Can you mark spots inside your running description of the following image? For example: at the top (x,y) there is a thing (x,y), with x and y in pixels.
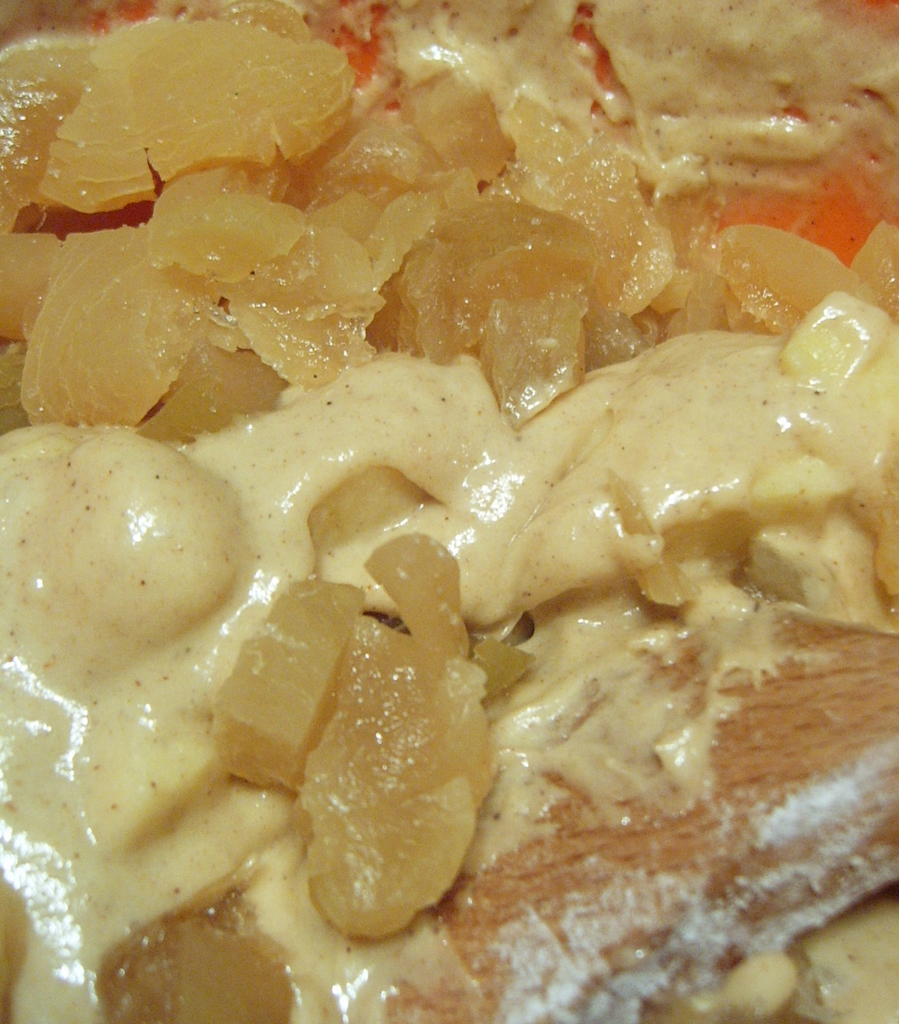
In this picture we can see food (225,779).
